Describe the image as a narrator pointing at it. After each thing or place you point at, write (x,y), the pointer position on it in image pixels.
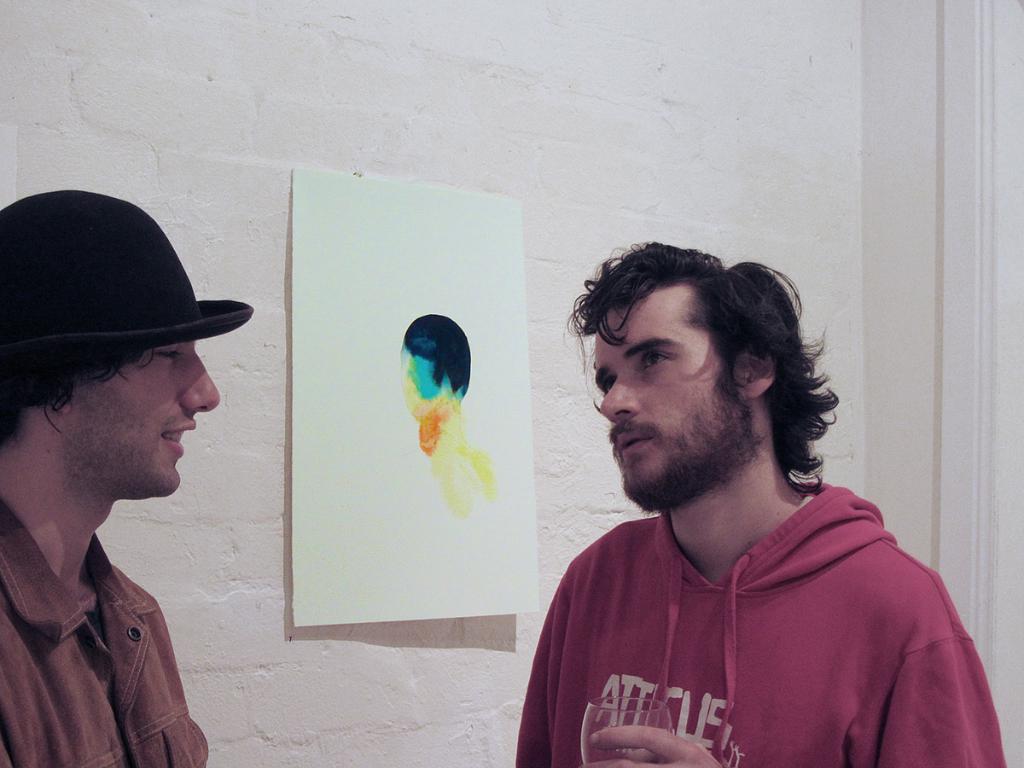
In this image I can see two people (759,314) standing and facing each other. I can see a wall (229,181) behind them with a wall painting (508,206). The person (611,372) on the right hand side (750,302) is holding a glass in his hand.
